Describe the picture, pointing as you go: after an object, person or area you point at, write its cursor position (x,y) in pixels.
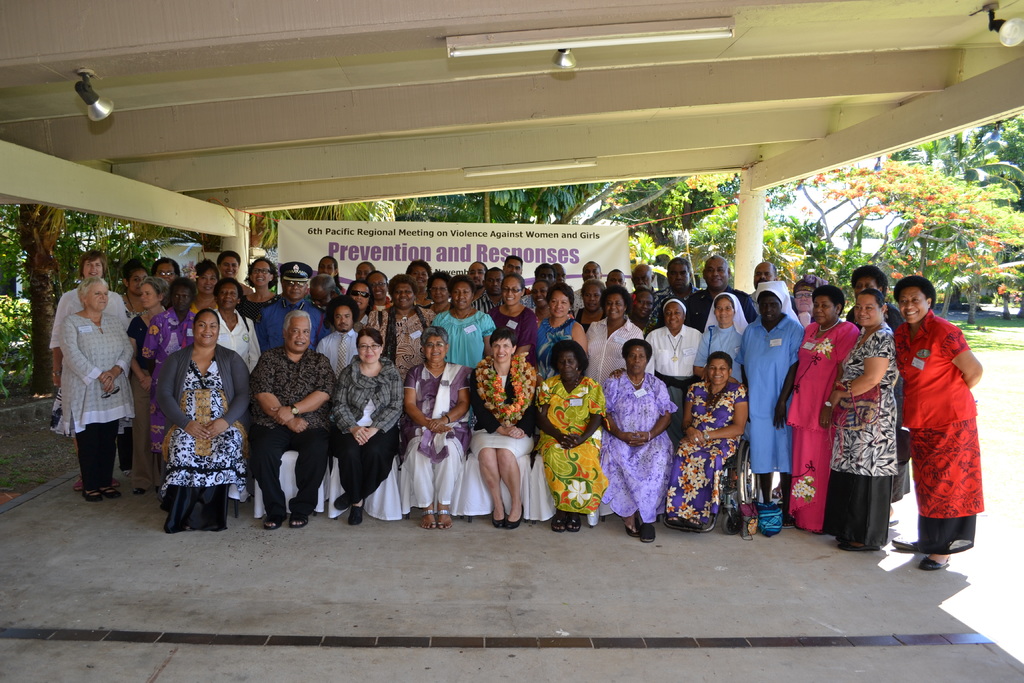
In this picture, we can see the group of a few people (652,443) and a few are standing and a few are sitting and we can see the ground (17,439), we can see the roof (428,108) with lights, pillars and we can see a few trees (941,210), grass (980,318), plants (22,339).
